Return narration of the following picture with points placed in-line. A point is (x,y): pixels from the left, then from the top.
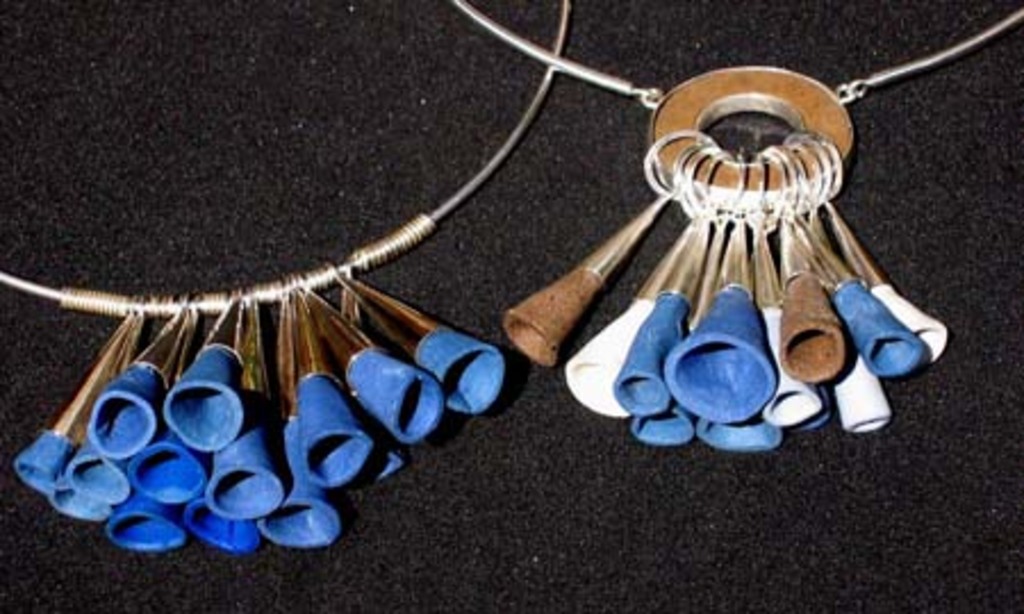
In this image there are ornaments (797,287) which are on the black colour surface (503,230).
